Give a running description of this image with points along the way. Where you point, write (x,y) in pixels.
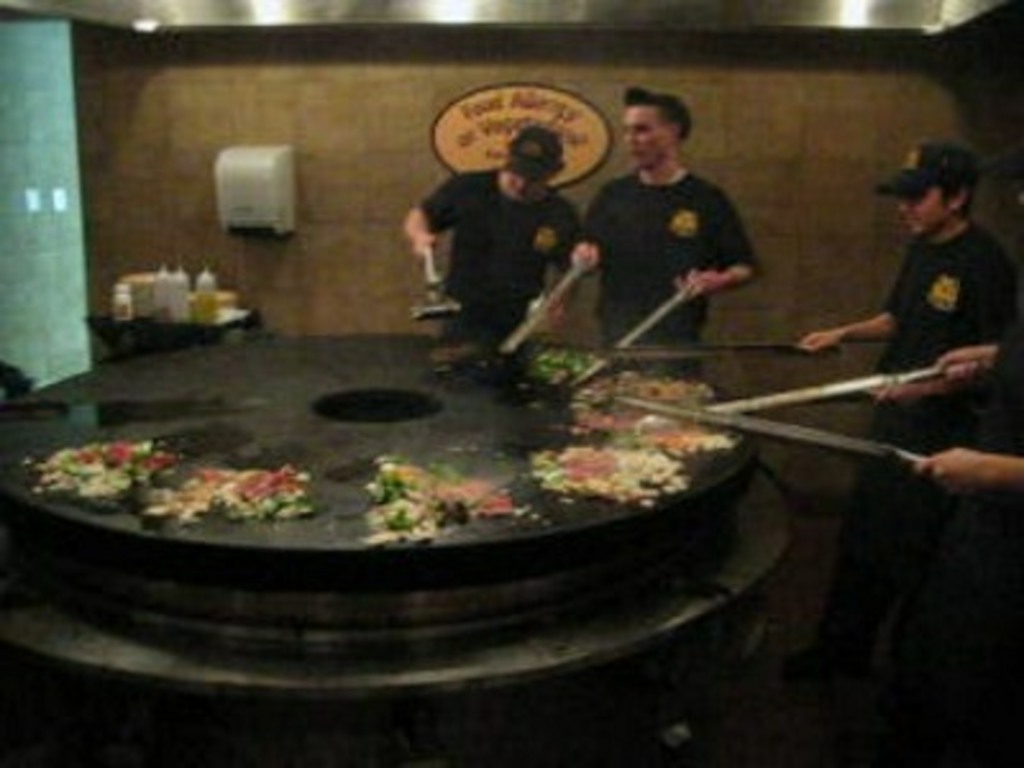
In this image I can see few people (899,387) are holding something (754,344). In front (619,457) I can see a food (472,474) on the black color surface (314,373). I can see few bottles (184,306) and few objects (224,320) on the table (219,336). I can see the white color object (262,175) attached to the brown wall (349,163).
